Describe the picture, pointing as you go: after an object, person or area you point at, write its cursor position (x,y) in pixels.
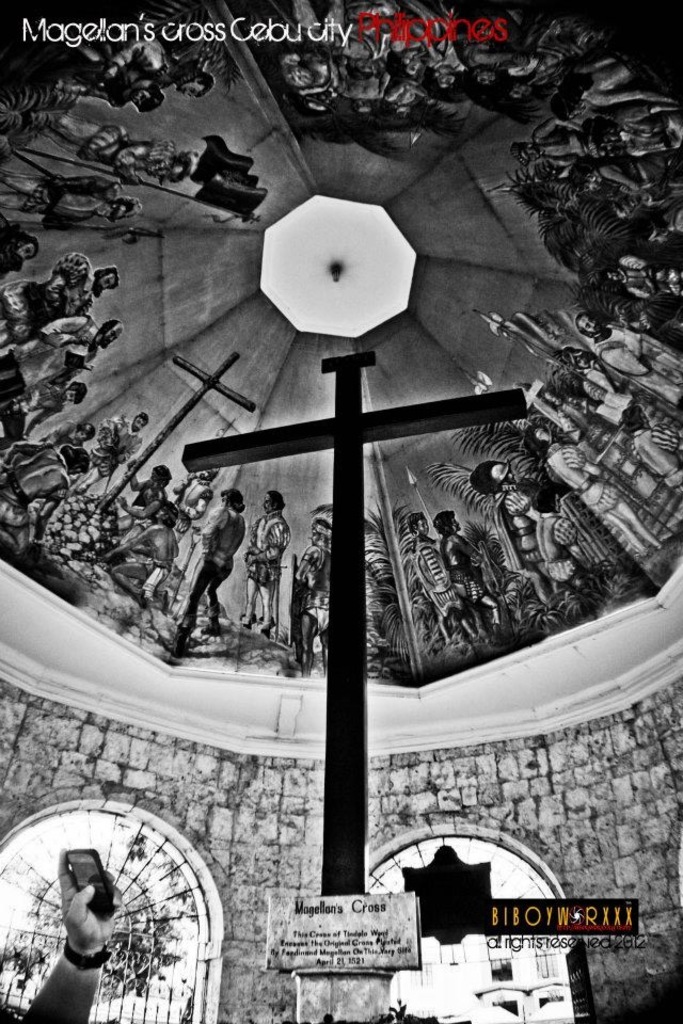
This is a black and white picture. I can see a person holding a mobile (98,914), there are windows (455,959), there is a board (371,892) and a holy cross (339,364), there are paintings (27,115) on the roof (402,268) and there are watermarks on the image.
